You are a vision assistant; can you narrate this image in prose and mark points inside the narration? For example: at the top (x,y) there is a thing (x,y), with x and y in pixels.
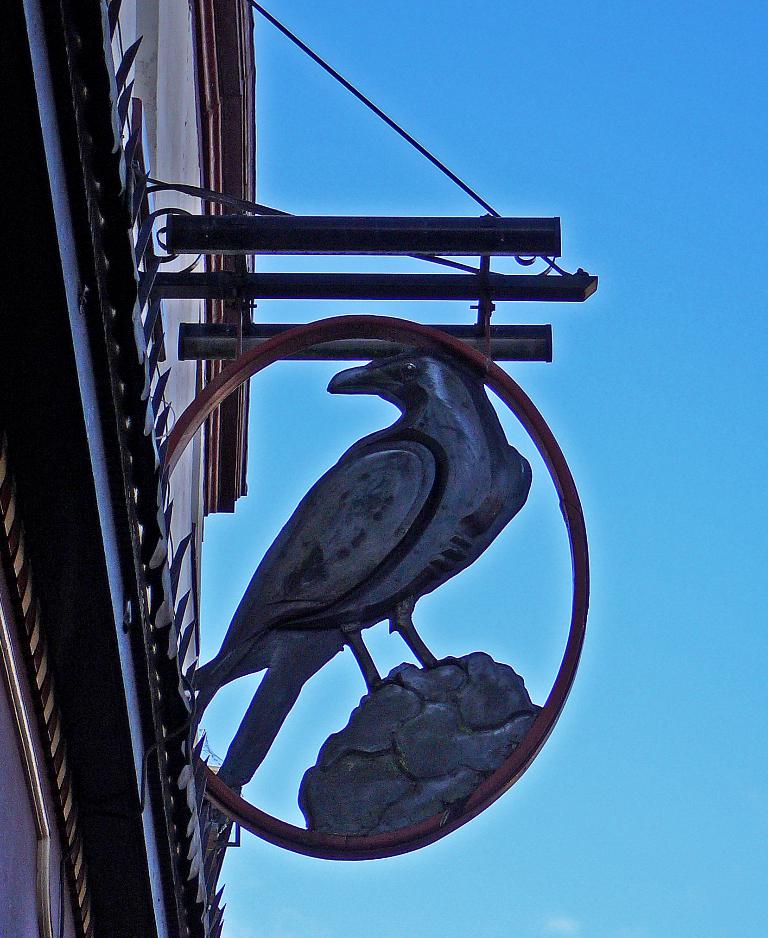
In this image we can see there is a statue (414,732) attached to the rod (333,289) and we can see the wall (91,647) with a design (218,105) and sky (295,255) in the background (625,250).
